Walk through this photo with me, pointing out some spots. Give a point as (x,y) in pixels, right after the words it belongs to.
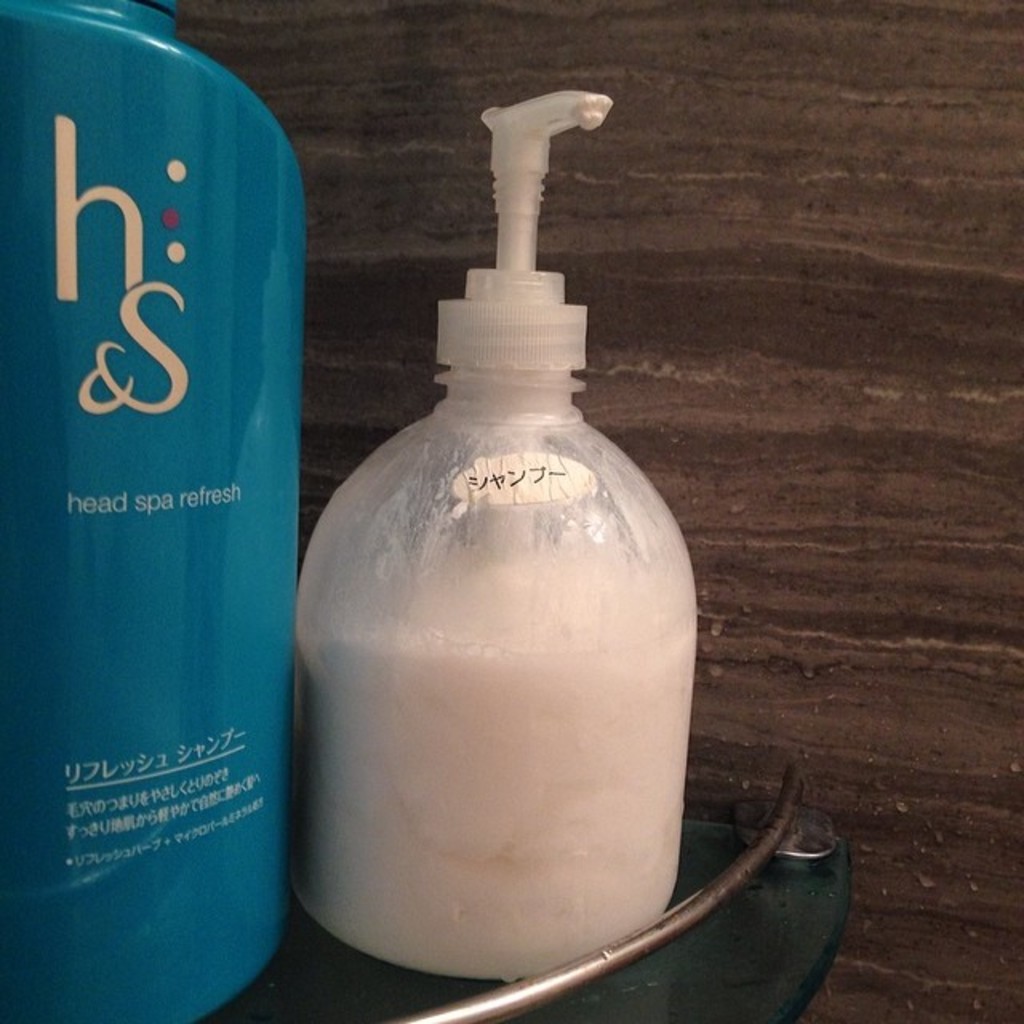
In this image, we can see a white bottle (499,614) with liquid (547,718) and sticker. Beside that there is a blue bottle (57,552) with some text (175,759). These bottles (235,759) are placed on the glass surface (744,968). Here we can see a rod (584,968). Background (849,532) we can see a wall (793,551) with water drops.
